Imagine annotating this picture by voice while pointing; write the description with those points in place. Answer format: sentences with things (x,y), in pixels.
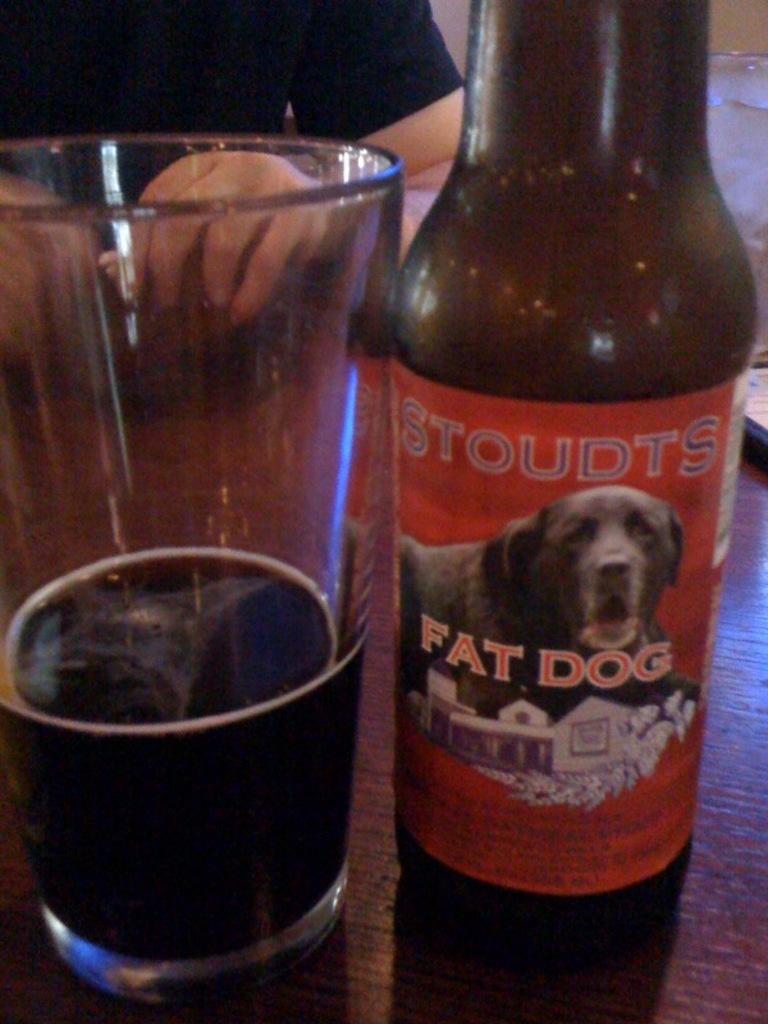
In the foreground of the picture (609,249) I can see an alcohol bottle (523,487) and a glass (204,583) of beer (230,599) on the wooden table (358,985). In the background (52,3), I can see a person (48,12), though his face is not visible.
